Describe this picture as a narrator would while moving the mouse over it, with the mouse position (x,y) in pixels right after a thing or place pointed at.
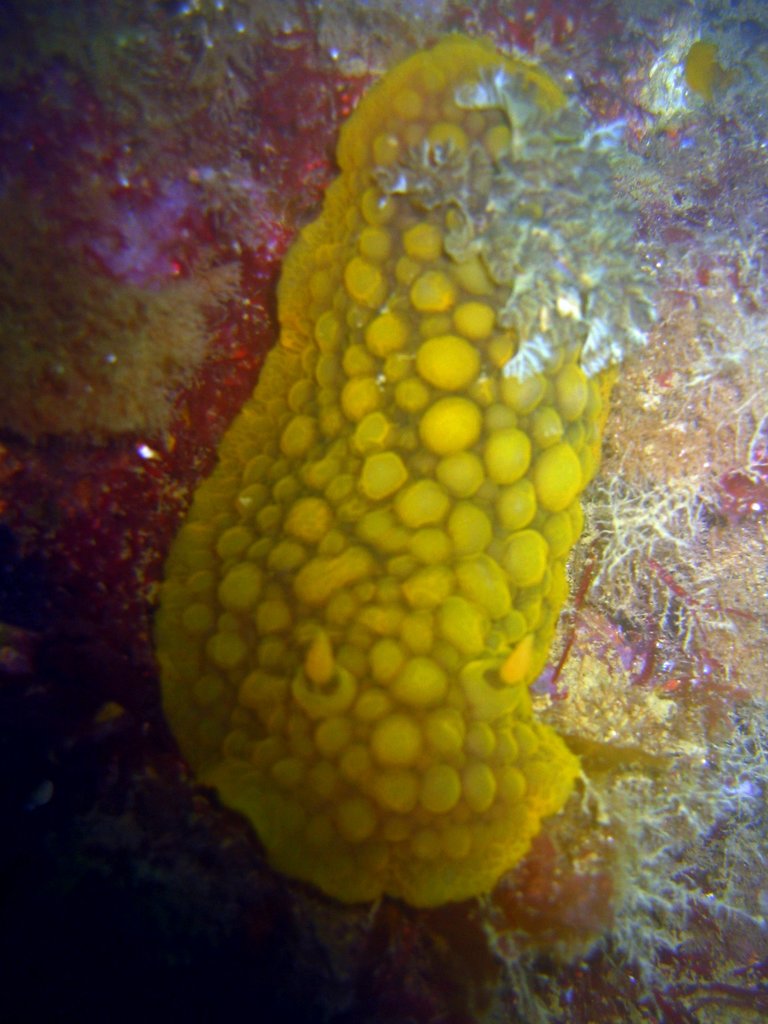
In this image we can see the sea creature (454,539) in the water (186,1009).
